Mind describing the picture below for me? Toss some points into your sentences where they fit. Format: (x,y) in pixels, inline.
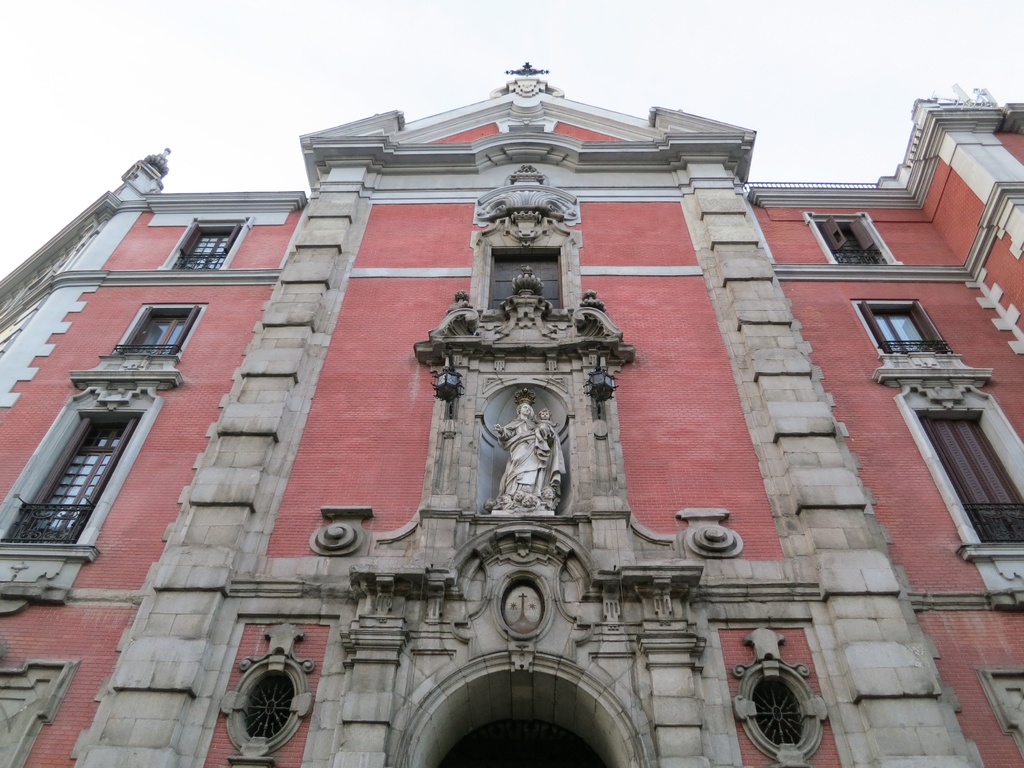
In this image I can see a huge building (786,547) which is cream, brown and pink in color. I can see a statue (525,406) and few windows (215,236) of the building (531,262). In the background (752,51) I can see the sky (792,87).
